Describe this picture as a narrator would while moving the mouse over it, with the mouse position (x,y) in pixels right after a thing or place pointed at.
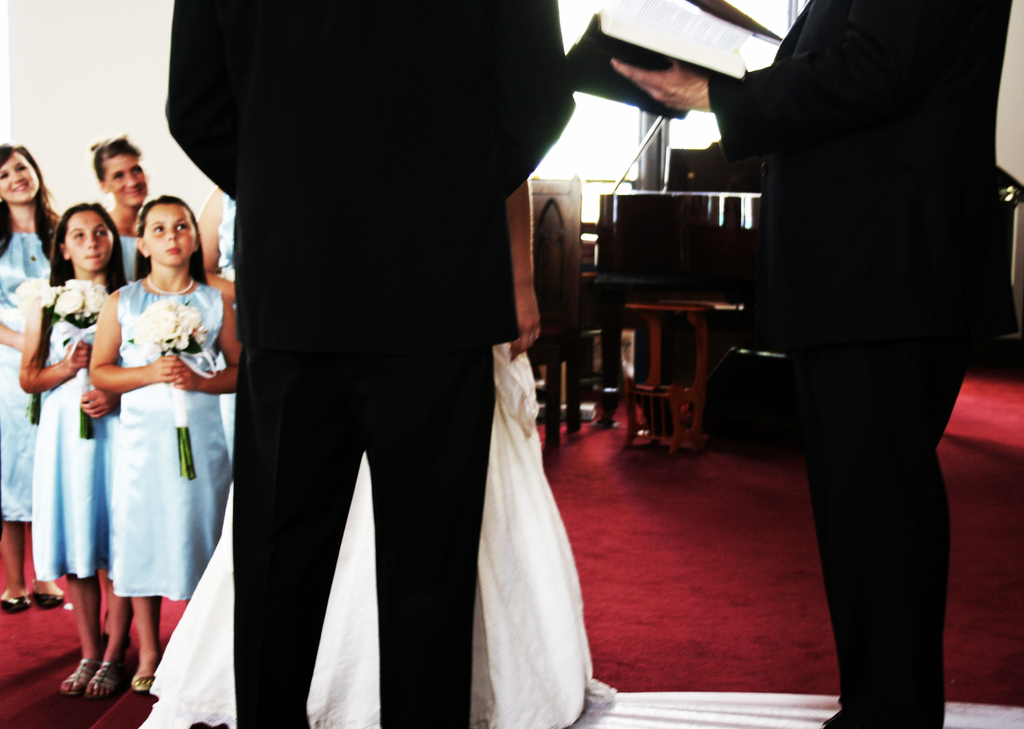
in this picture there's a person (207,52) standing here and there is another person (809,375) standing here holding a book (736,37) in his hand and there are some children (139,314) and here with some flower bouquet (155,348).
